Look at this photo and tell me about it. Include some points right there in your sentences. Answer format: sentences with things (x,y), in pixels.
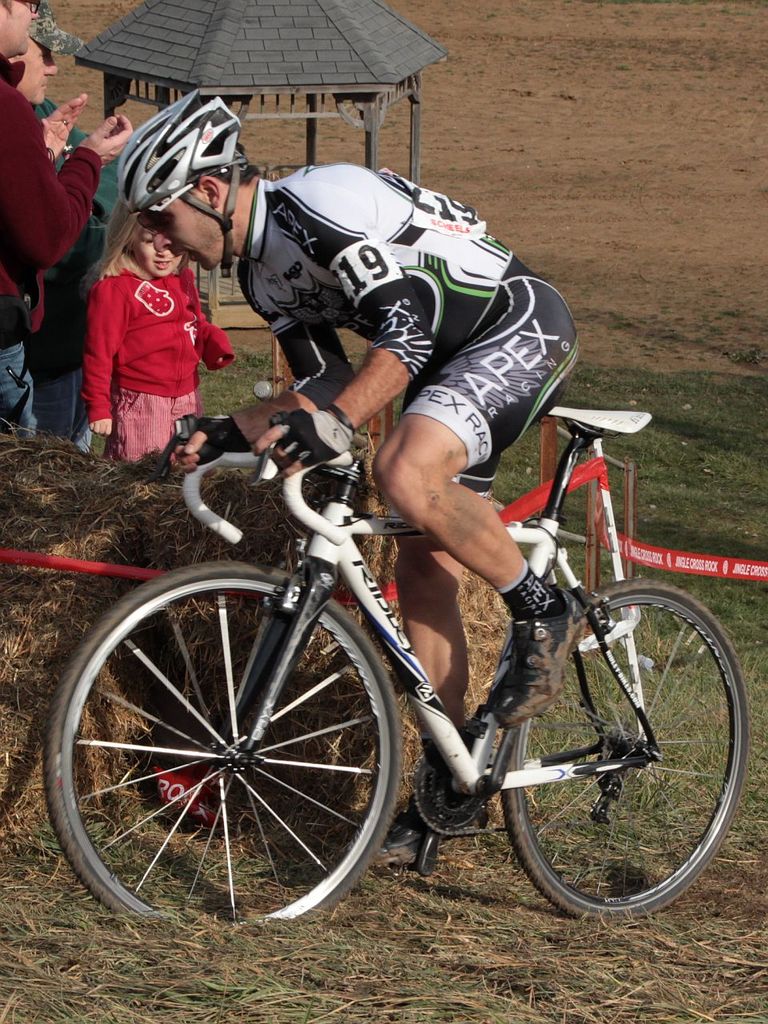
Here we can see a man (297,386) riding a bicycle (339,510) and beside him we can see a group of people (99,191) standing and there is a gazebo (346,48) present.
